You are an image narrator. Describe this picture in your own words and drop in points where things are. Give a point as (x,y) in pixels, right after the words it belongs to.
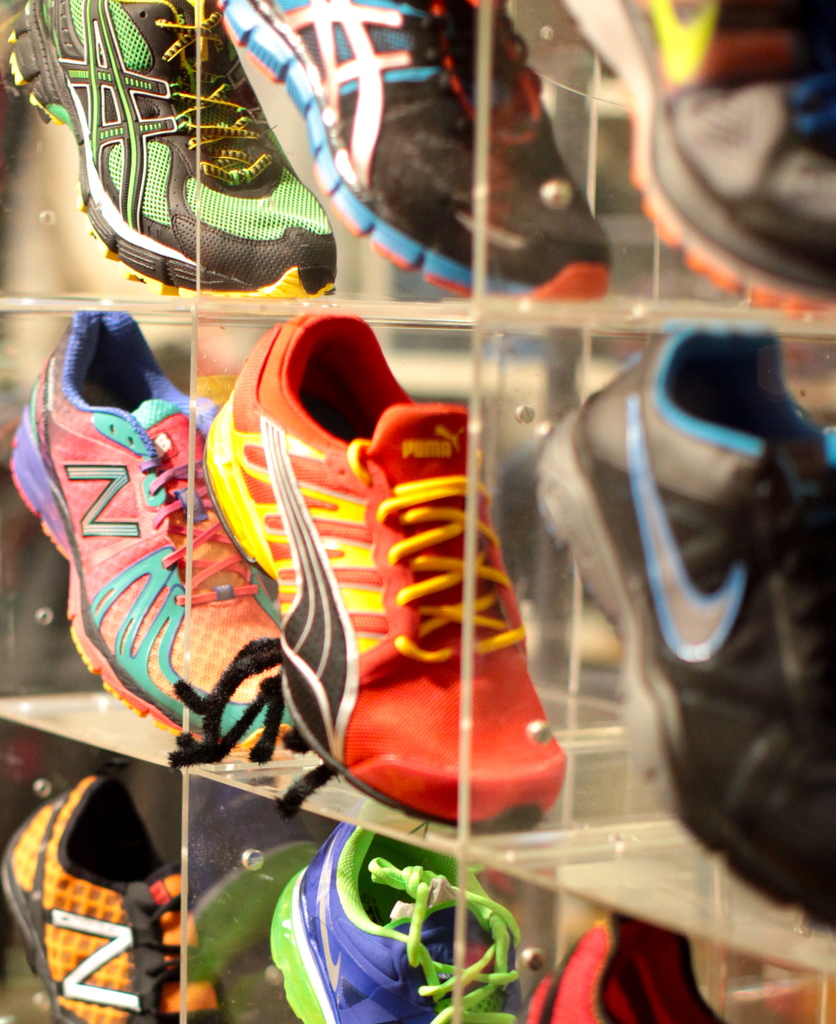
In this image there is rack (270,1000) having few shoes (370,385) kept in it. Shoes (278,210) are of different colors.
